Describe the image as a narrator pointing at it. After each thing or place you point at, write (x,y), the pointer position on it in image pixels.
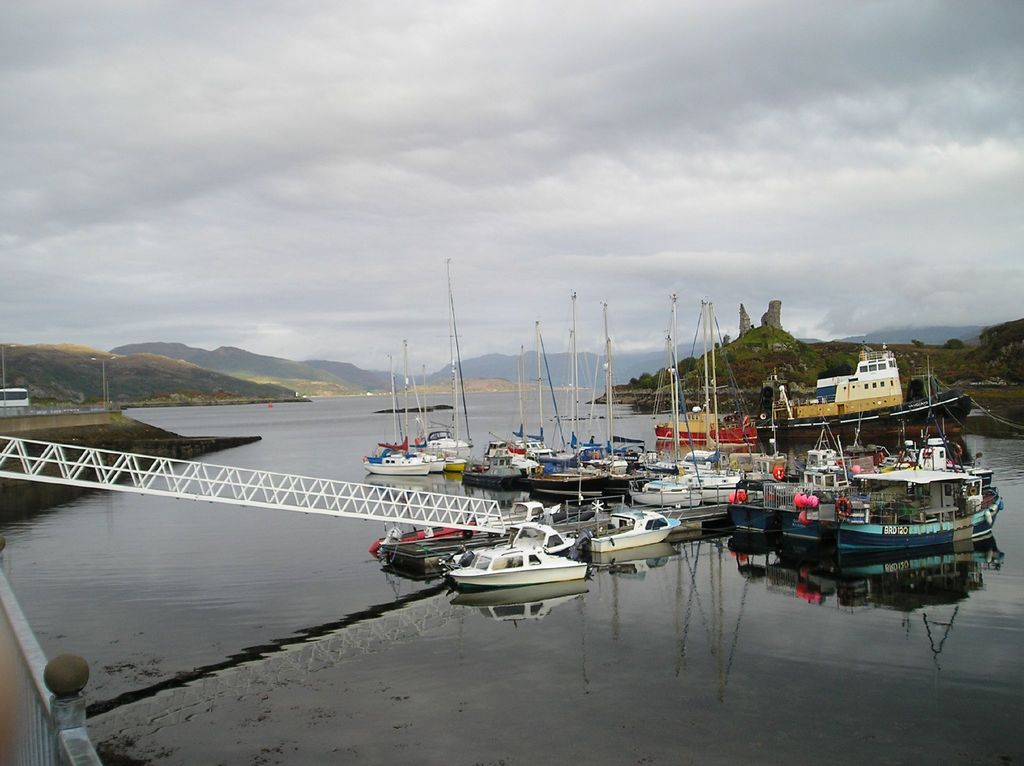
In this image I can see a lake (296,548), on the lake (296,548) I can see ships (462,443) and in the bottom left (31,745) I can see the wall (28,705), at the top (557,160) I can see the sky (489,282) and in the middle (661,398) I can see the hill (60,365) and there is a stand (53,465) visible on the left side (195,497).
